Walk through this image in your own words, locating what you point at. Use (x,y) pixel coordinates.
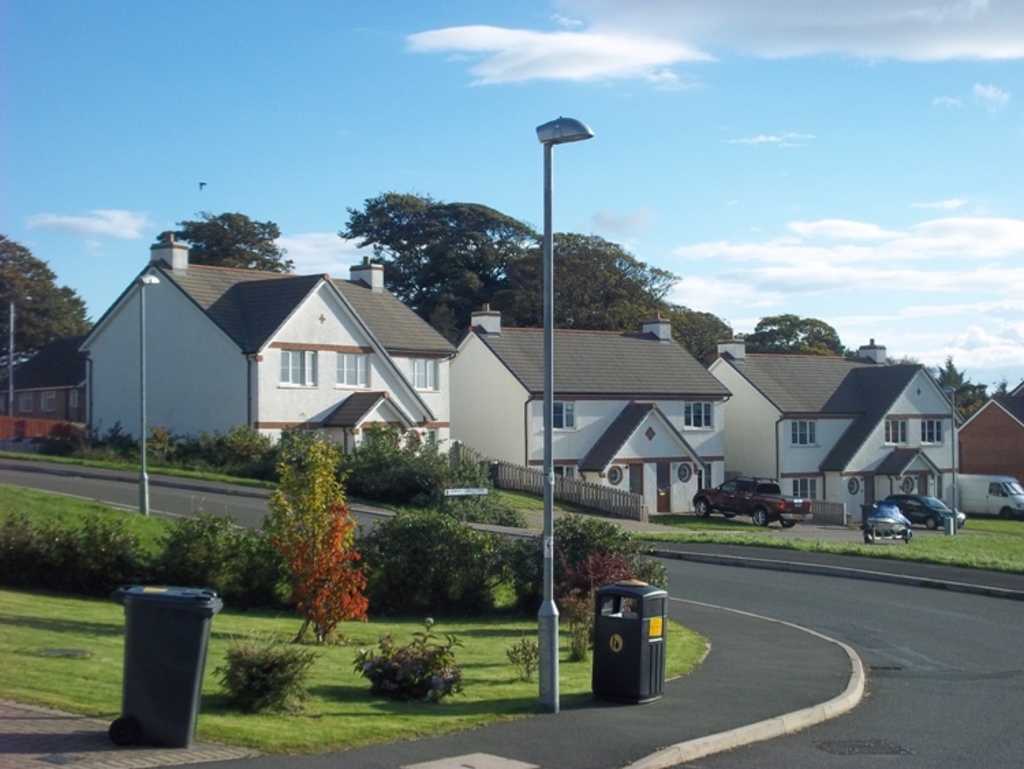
In the center of the image (461,427) there are houses (820,421). We can see poles (545,628). At the bottom (292,673) there are bins (619,657) and bushes (363,569). In the background (451,218) there are cars (968,496), trees (527,306) and sky (271,216).
